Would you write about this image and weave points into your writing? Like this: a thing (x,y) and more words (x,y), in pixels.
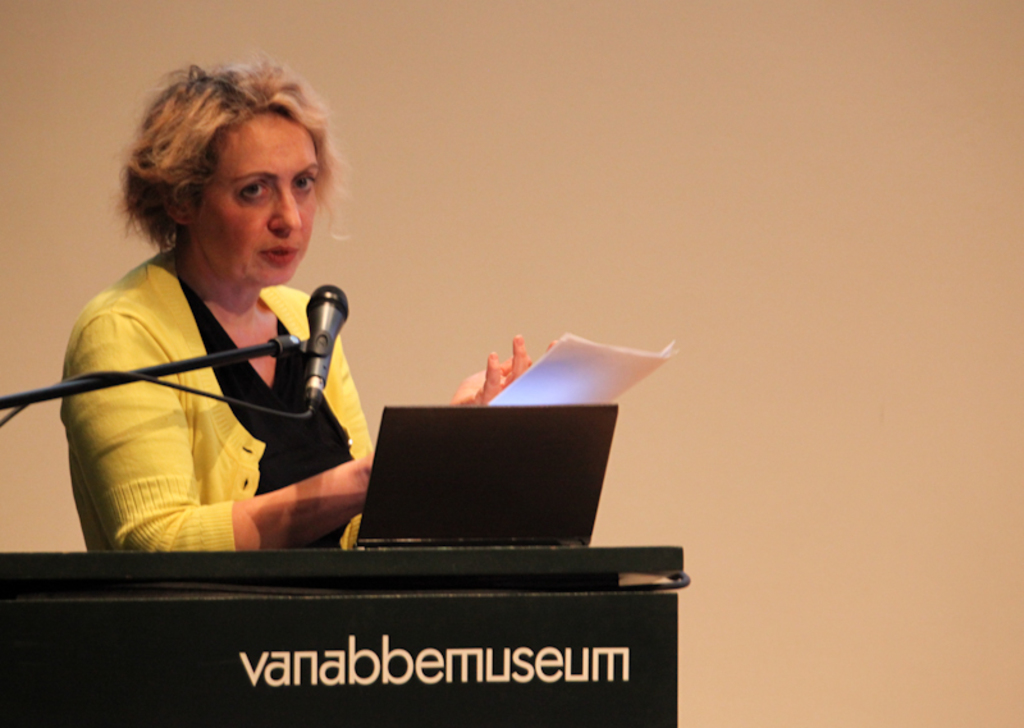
In the picture we can see a woman (176,471) standing near the desk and talking into the microphone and on the desk (319,717), we can see a laptop (570,543) and she is in yellow coat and black T-shirt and behind her we can see a wall (482,304) which is cream in color.
